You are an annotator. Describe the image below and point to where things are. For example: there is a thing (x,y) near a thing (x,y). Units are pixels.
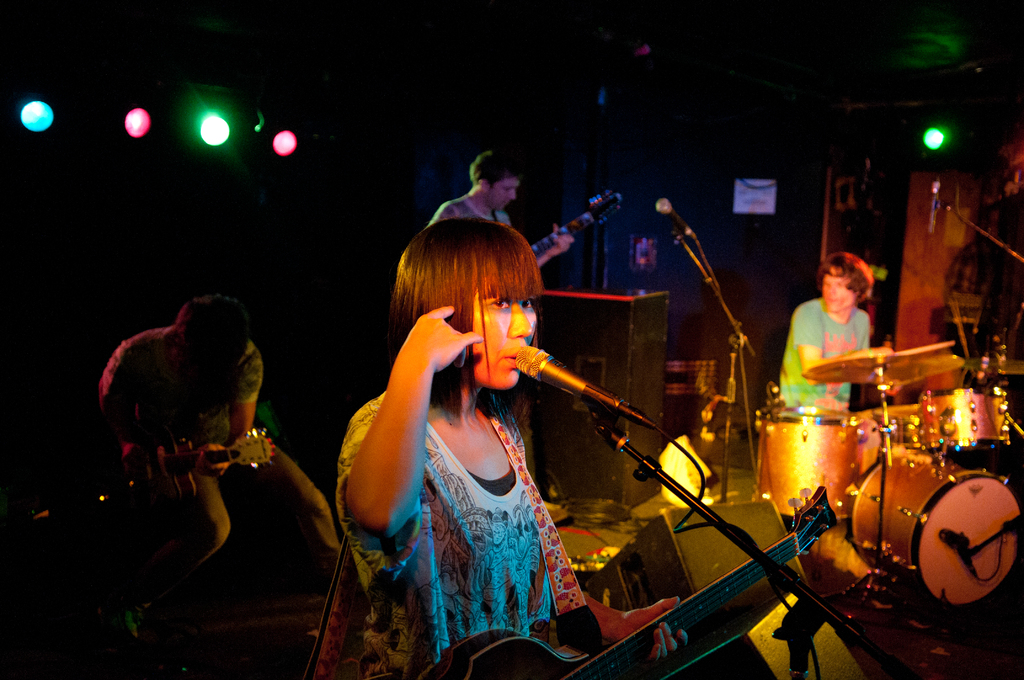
This picture is clicked in a musical concert. In the middle of the picture (431,371), woman (535,540) in white dress (441,557) is holding guitar (675,611) in her hands (679,599) and she is singing on microphone (635,407). On the right corner of the picture (830,326), man (830,337) in blue t-shirt (800,341) is playing drums (924,427). Behind him, man (506,181) in white t-shirt (458,205) is holding guitar (538,249) in his hands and on the left corner of the picture (143,358), man (138,373) in grey t-shirt (133,387), standing is holding guitar (237,463) in his hands (220,449).
